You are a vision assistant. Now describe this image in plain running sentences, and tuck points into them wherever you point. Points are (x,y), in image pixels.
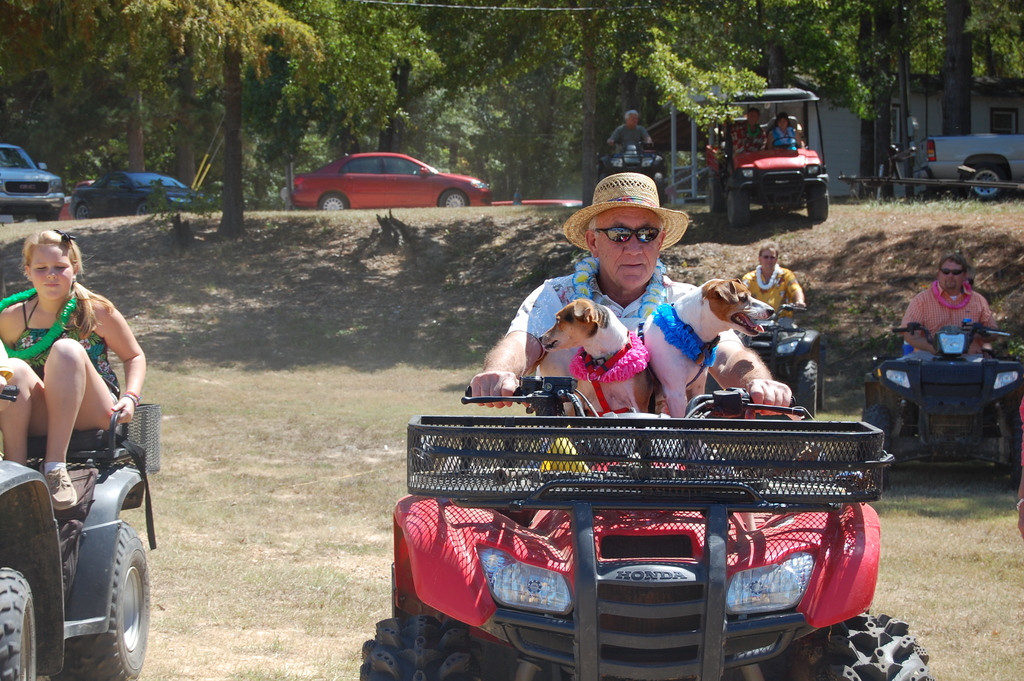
On the left side of the image (32,355) we can see a lady (43,389) is sitting on a bike (94,606) and some cars (53,176) are there. In the middle of the image (543,307) we can see a person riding a bike (645,558). On the right side of the image (927,310) we can see two persons (942,289) are riding a bike (957,405).
